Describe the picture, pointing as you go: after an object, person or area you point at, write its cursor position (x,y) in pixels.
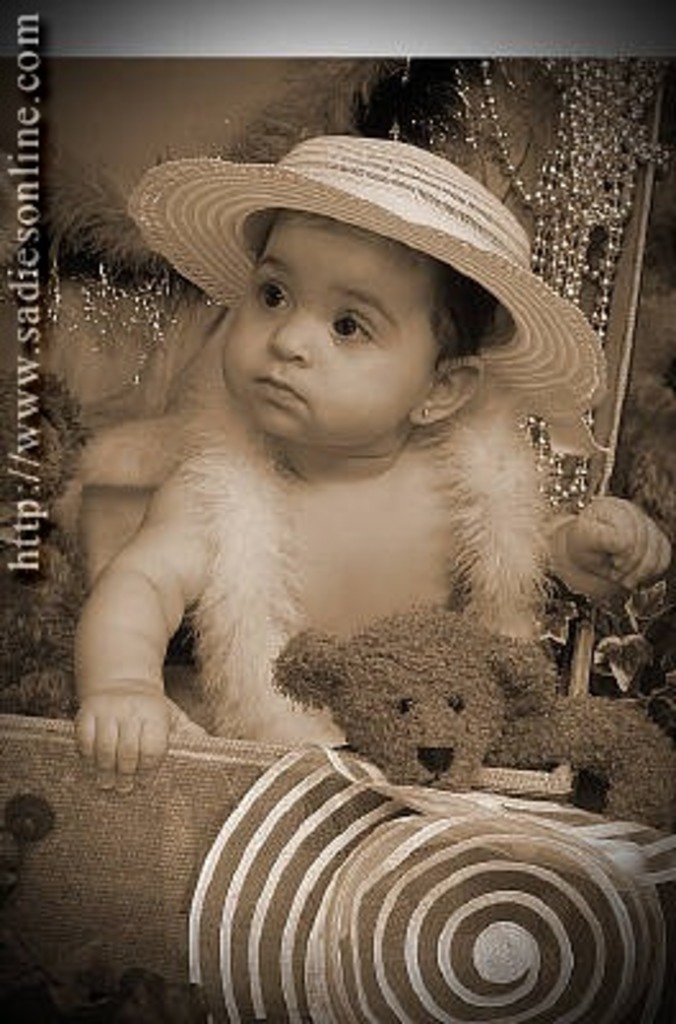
In this image we can see a poster (262,136) and on the poster (372,756) we can see the picture of a baby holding some object (160,868) and the baby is wearing a hat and there is a soft toy (521,763) and we can see some other objects (436,926) around her. We can see some text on the poster (25,891).
